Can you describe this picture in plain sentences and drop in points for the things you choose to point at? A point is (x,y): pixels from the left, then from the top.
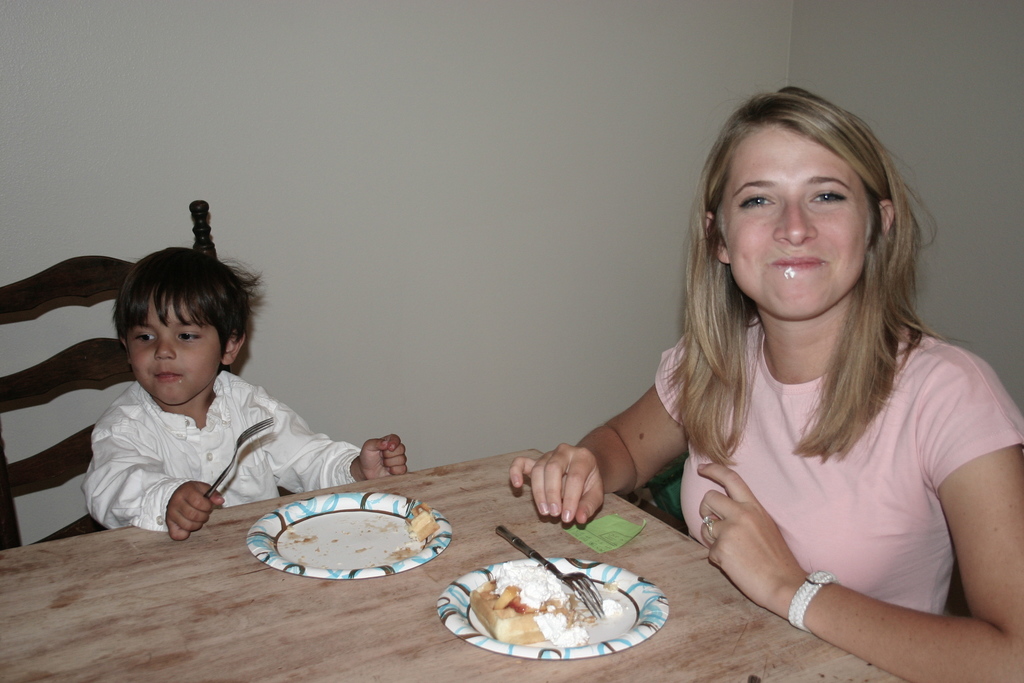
In this image I can see a woman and a baby (181,400) sitting on the table (212,539) and having cake (419,529) and I can see plates (302,560) in front of them on a wooden table (661,664) I can see a chair (85,293) over here and the background (75,232) is a wall (327,84).
